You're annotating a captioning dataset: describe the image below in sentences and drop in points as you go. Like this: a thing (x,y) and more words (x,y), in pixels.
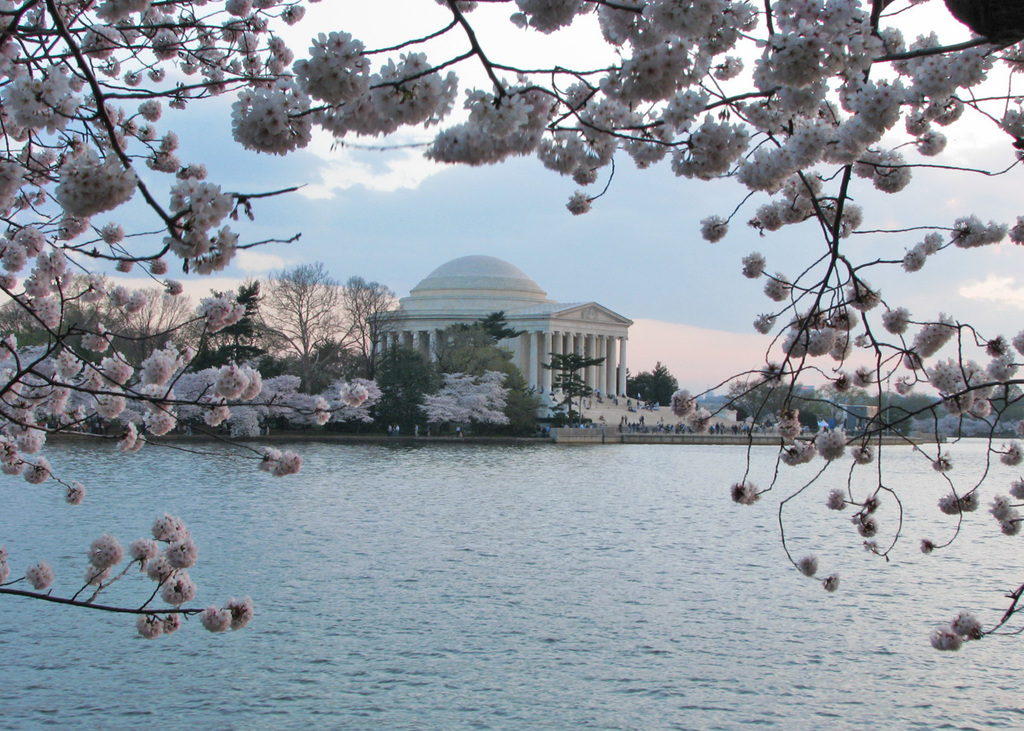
This image is taken outdoors. At the bottom of the image (595,648) there is a pond (625,603) with water (278,563). At the top of the image (392,177) there is a sky (412,174) with clouds (323,8). In the middle of the image (531,348) there is a building (462,306) with walls (514,359), pillars (585,370), a door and a roof (479,276). There are many trees (300,333) and plants (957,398) on the ground (653,418). On the left (62,383) and right sides of the image there is a tree (429,111) with beautiful white flowers (61,93).
